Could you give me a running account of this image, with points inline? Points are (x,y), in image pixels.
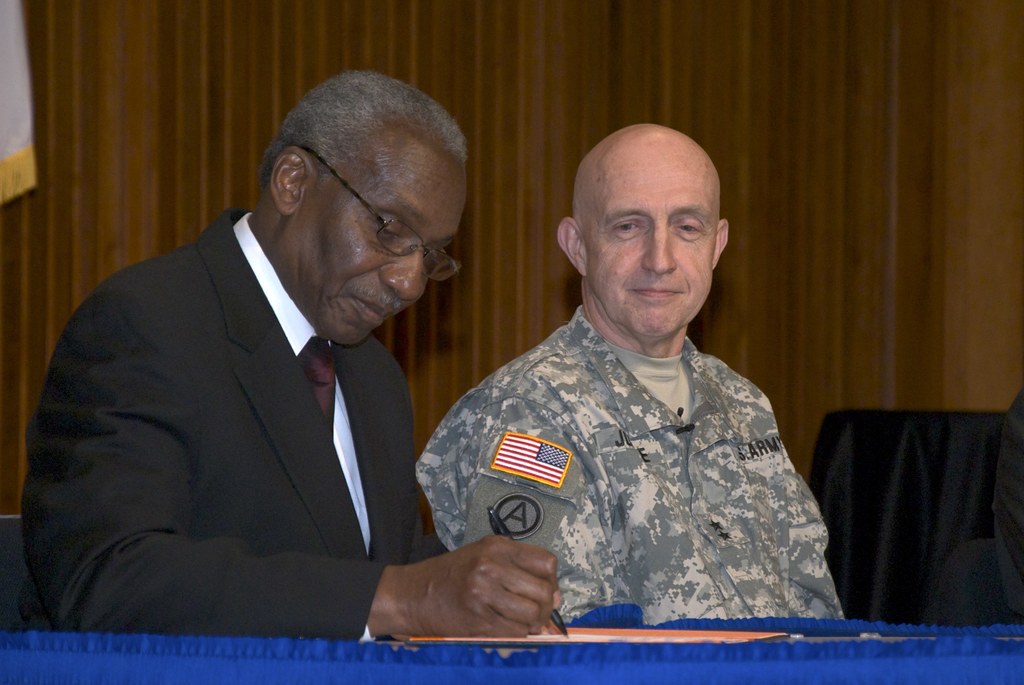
In this picture there is a man (282,282) on the left side of the image (331,359), by placing his hands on the table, it seems to be there is a soldier (537,368) beside him and there is a black color curtain (854,538) in the background area of the image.
